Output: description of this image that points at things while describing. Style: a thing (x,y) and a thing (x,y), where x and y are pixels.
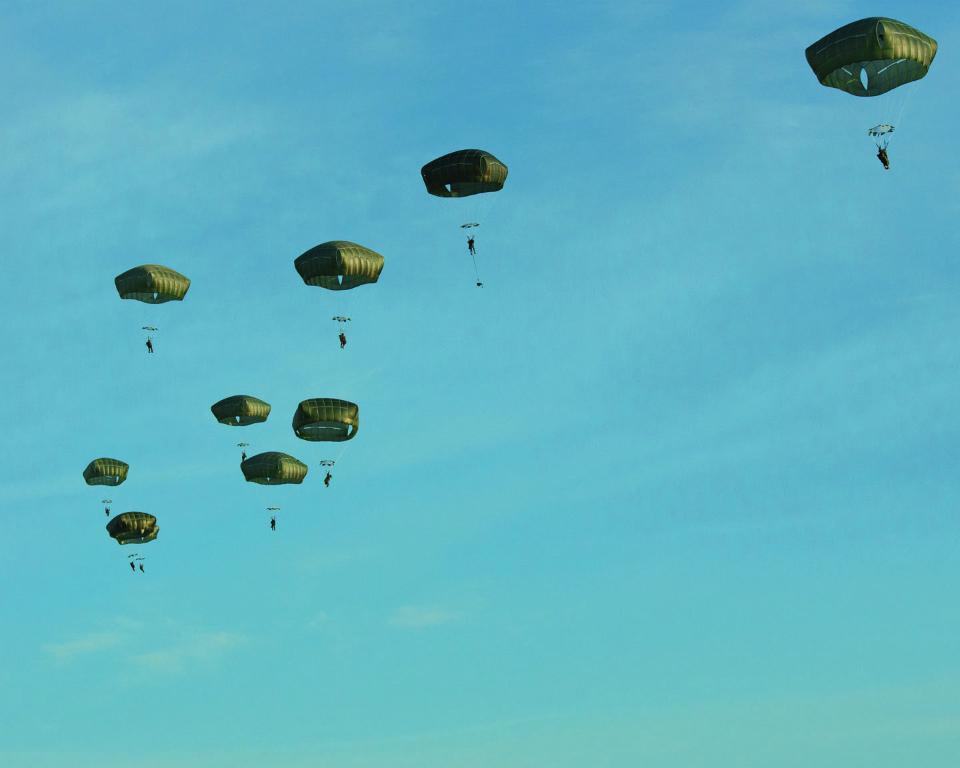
This is a real picture. In the center of the picture (336,263) there are people (133,564) and parachutes (879,57). Sky (415,290) is clear.
